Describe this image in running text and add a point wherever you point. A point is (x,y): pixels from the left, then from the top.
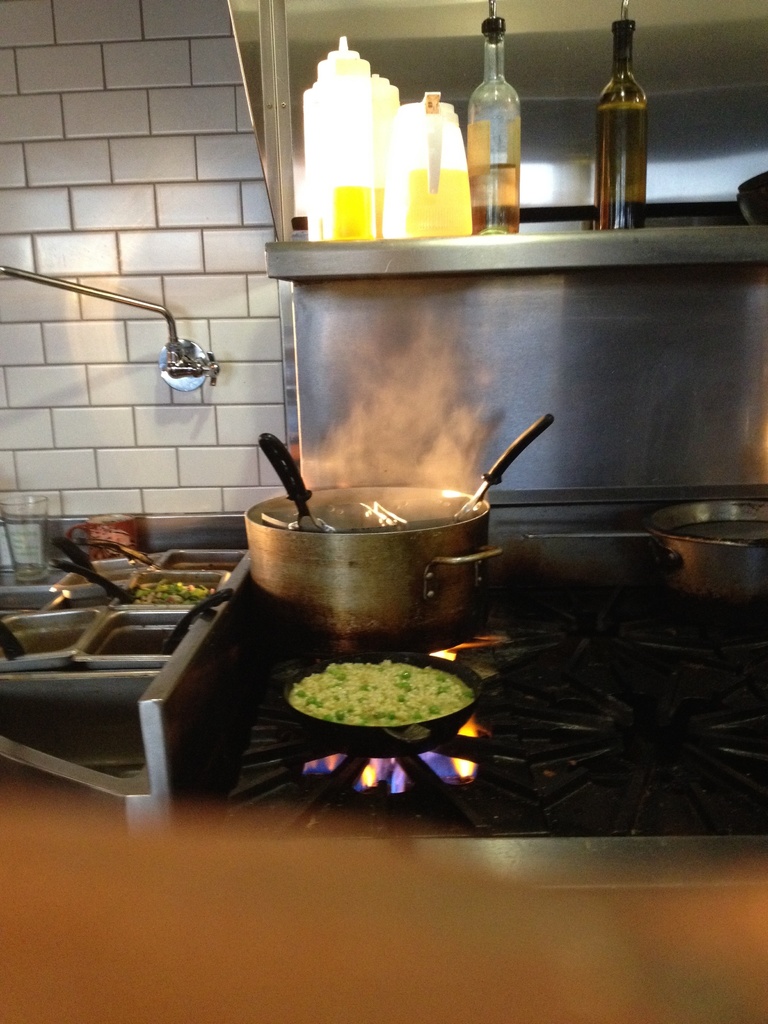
On this stove (610,778) there is a container (336,545) and pan (456,713). Here we can see containers (134,603). Above this steel table (604,251) there are bottles (501,173).
